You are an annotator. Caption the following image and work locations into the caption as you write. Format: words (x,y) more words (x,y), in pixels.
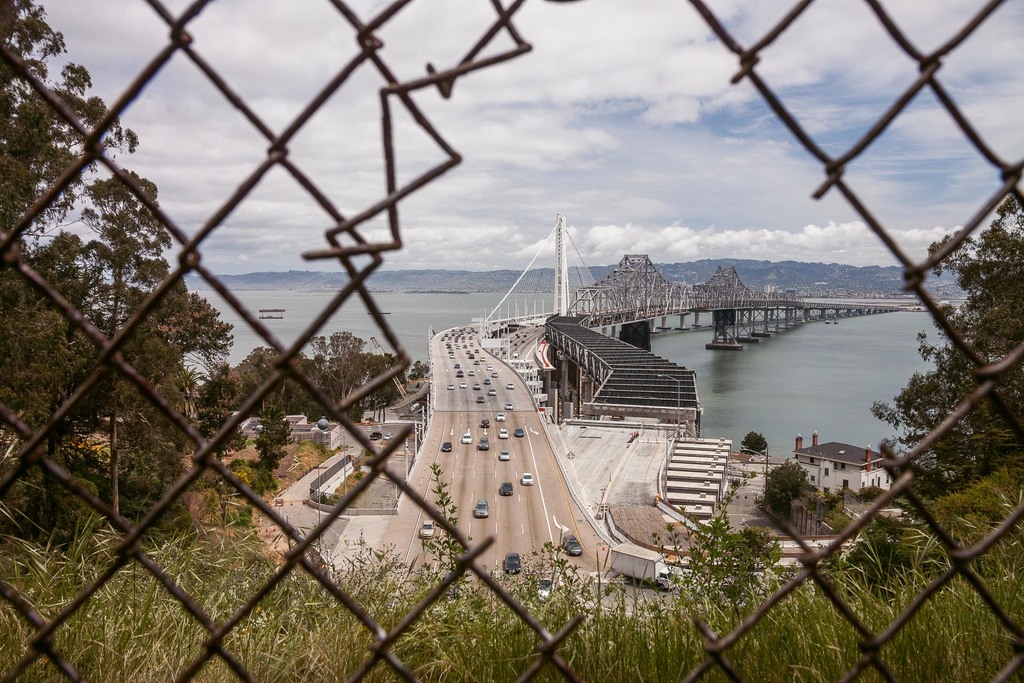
In this image we can see fence (401,85), few plants (607,639), trees (240,401), vehicles (467,353) on the road (497,440), bridge (611,334), water (406,318), mountains (800,288) and the sky (721,149) in the background (618,117).
